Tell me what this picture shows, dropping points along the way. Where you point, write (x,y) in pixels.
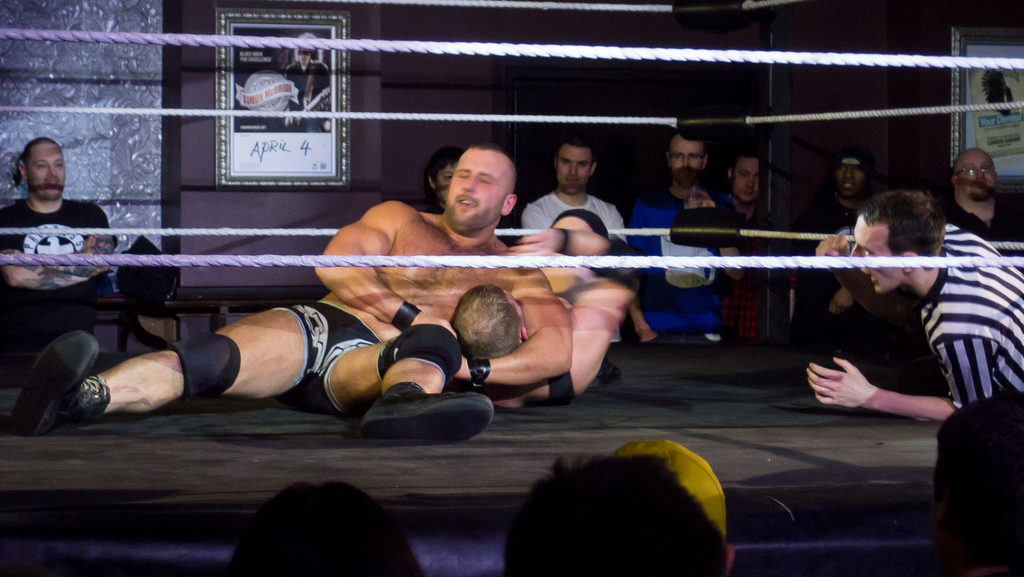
In this image we can see the people (447,318) wrestling. We can also see a few people (643,226) standing and watching. In the background (263,98) we can see the frames (972,126) attached to the wall (214,90).
